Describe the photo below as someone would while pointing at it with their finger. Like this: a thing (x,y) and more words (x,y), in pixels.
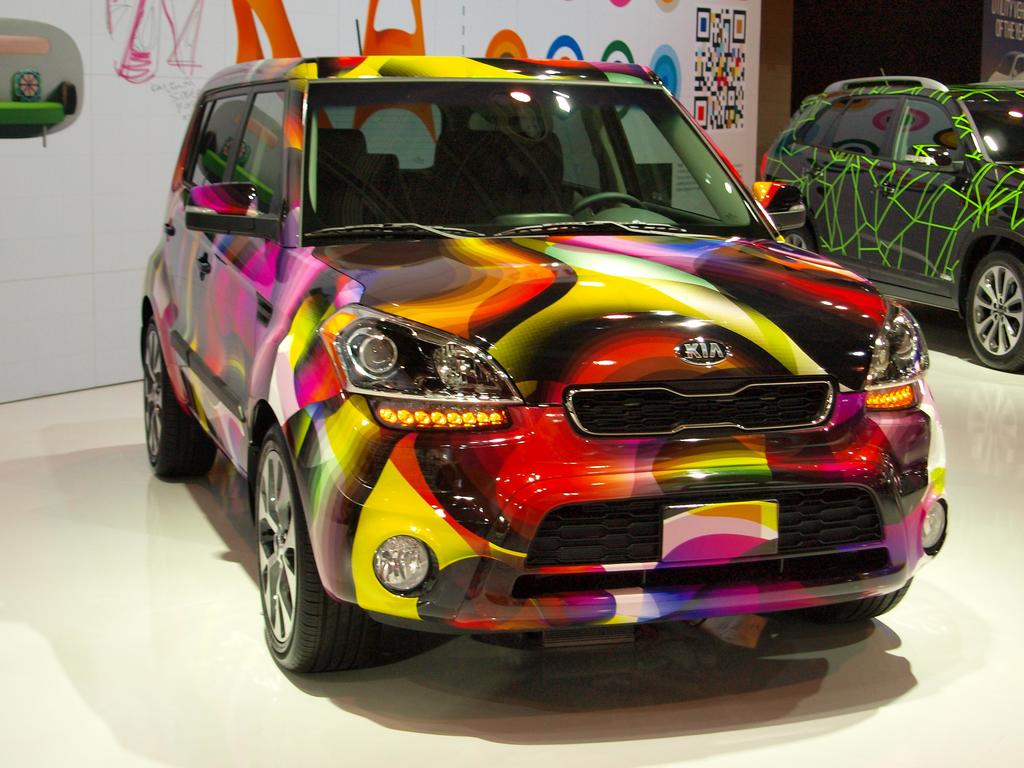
In this picture, there is a car (450,374) in the center (543,325) with different colors. Towards the top right (950,175), there is another car (876,194) which is in grey in color with green lines (918,177). In the background (130,206), there is a board (397,20) with some text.
